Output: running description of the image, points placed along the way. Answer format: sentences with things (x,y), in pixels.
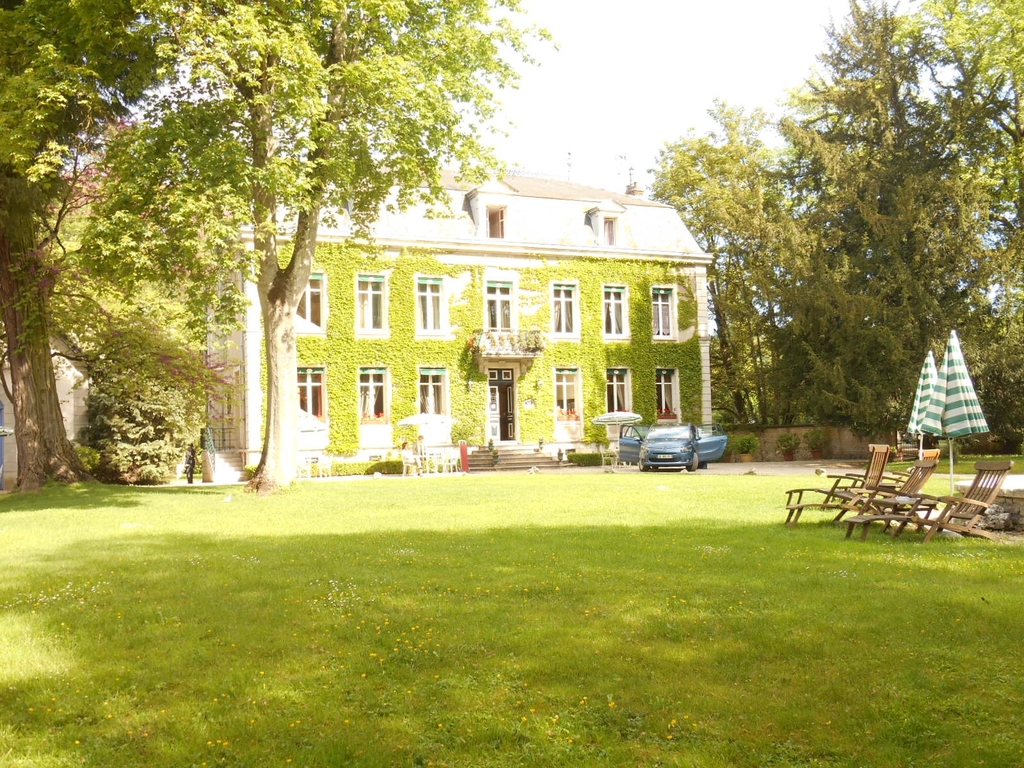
In this image, we can see a house (349,221) and there are trees (870,397), chairs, a car (686,437), stairs (529,456) and there are umbrellas (923,413). At the top (569,121), there is sky (584,116) and at the bottom (318,606), there is ground (142,646).
